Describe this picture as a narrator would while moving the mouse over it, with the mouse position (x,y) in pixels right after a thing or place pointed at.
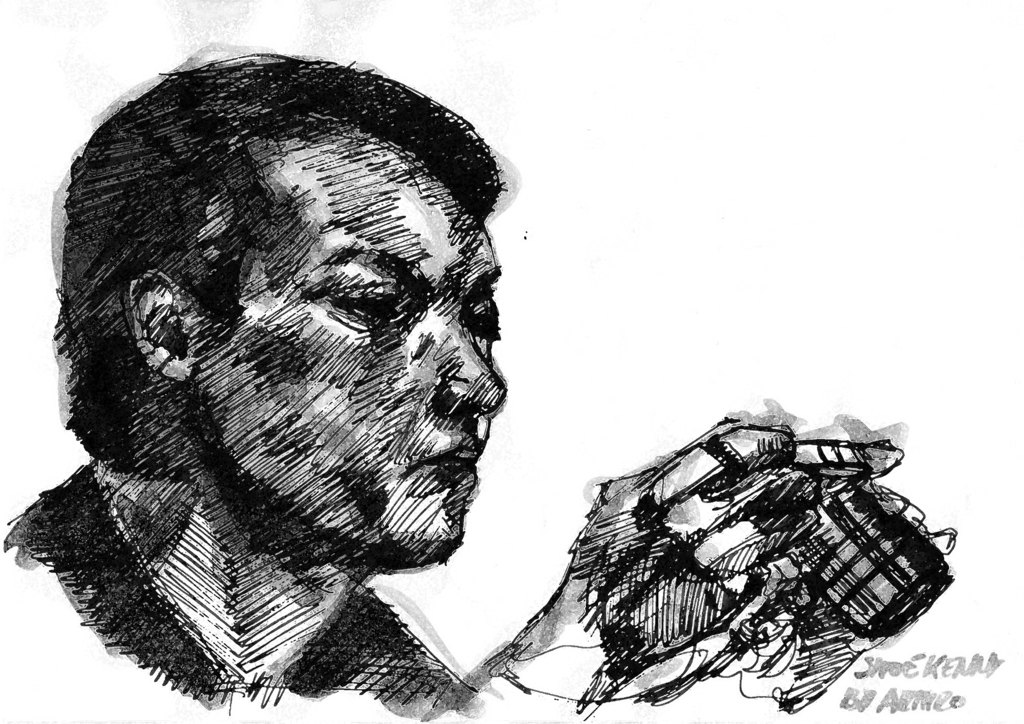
In this picture we can see a drawing (326,503) of a person (624,501) and some text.
